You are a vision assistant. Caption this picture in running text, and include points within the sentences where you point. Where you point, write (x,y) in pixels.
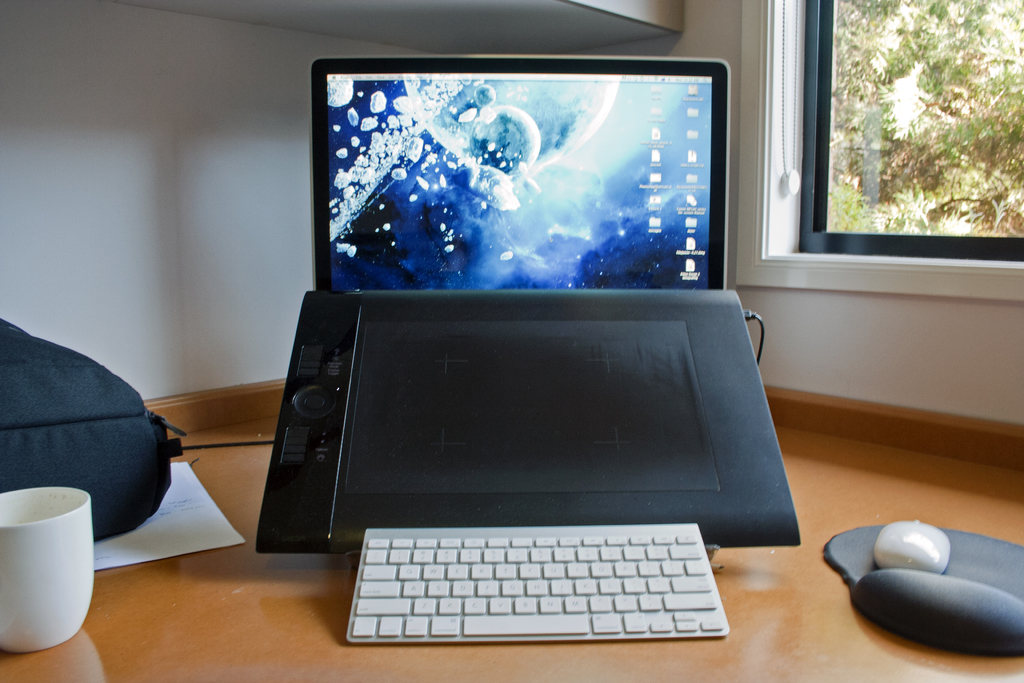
In the middle (644,243) there is a laptop (641,262), on the left side (79,501) there is a cup (43,568). On the right side (925,121) there is a glass window (932,139).
